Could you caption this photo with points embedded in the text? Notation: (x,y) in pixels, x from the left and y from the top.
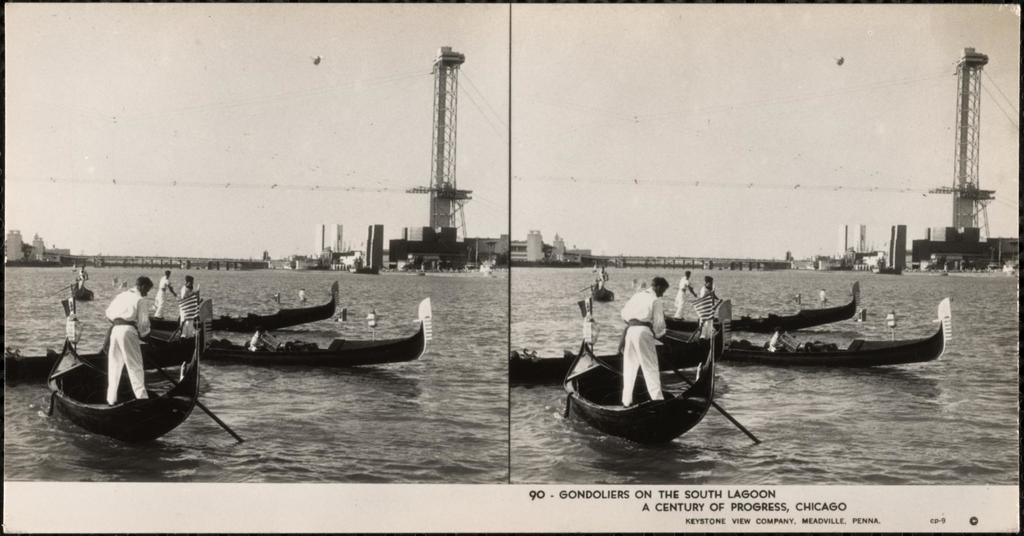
In the picture I can see collage of two images and there are few boats (422,314) on the water (546,309) and there are few persons (646,356) standing on it and there are some other objects (426,242) in the background (474,258) and there is something written in the bottom of the image (765,494).
